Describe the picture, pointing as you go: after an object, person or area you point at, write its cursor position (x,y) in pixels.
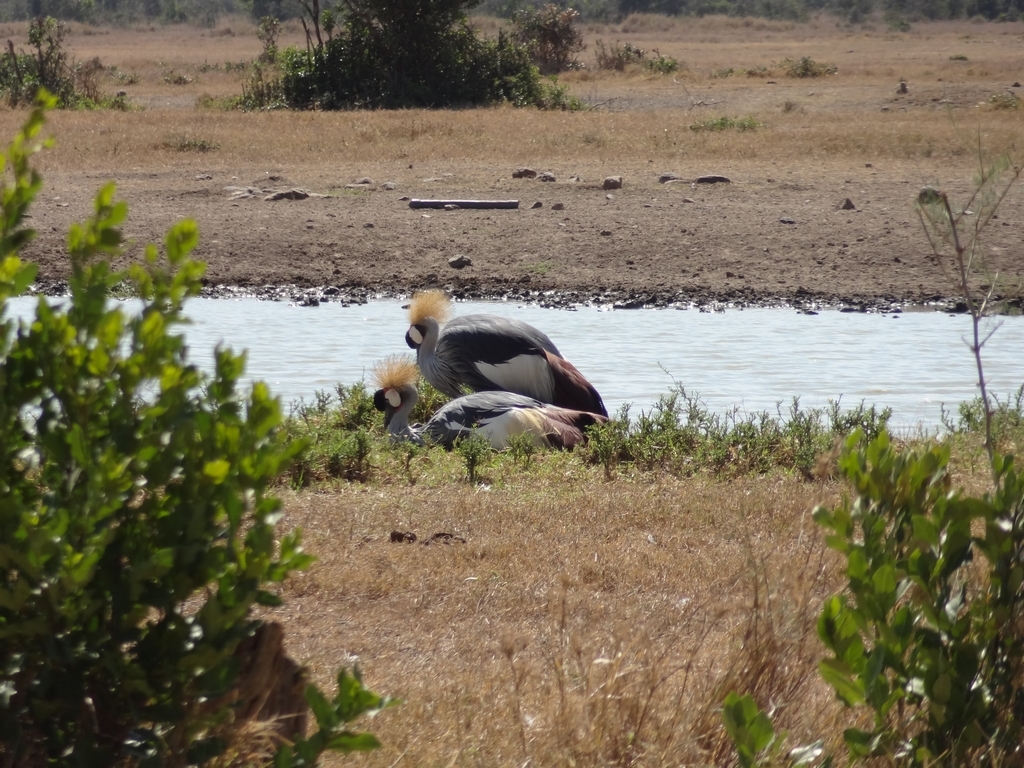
This picture is taken from the outside of the city. In this image, in the middle (594,390), we can see two birds (449,392) which are on the grass (742,607). In the right corner (994,507), we can see some plants (996,510). In the left corner (76,407), we can see some plants (182,658). In the background (897,13), we can see some trees (28,5). in the middle (666,343), we can see a land (773,196) with some stones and water (731,359) in a lake (246,319).
